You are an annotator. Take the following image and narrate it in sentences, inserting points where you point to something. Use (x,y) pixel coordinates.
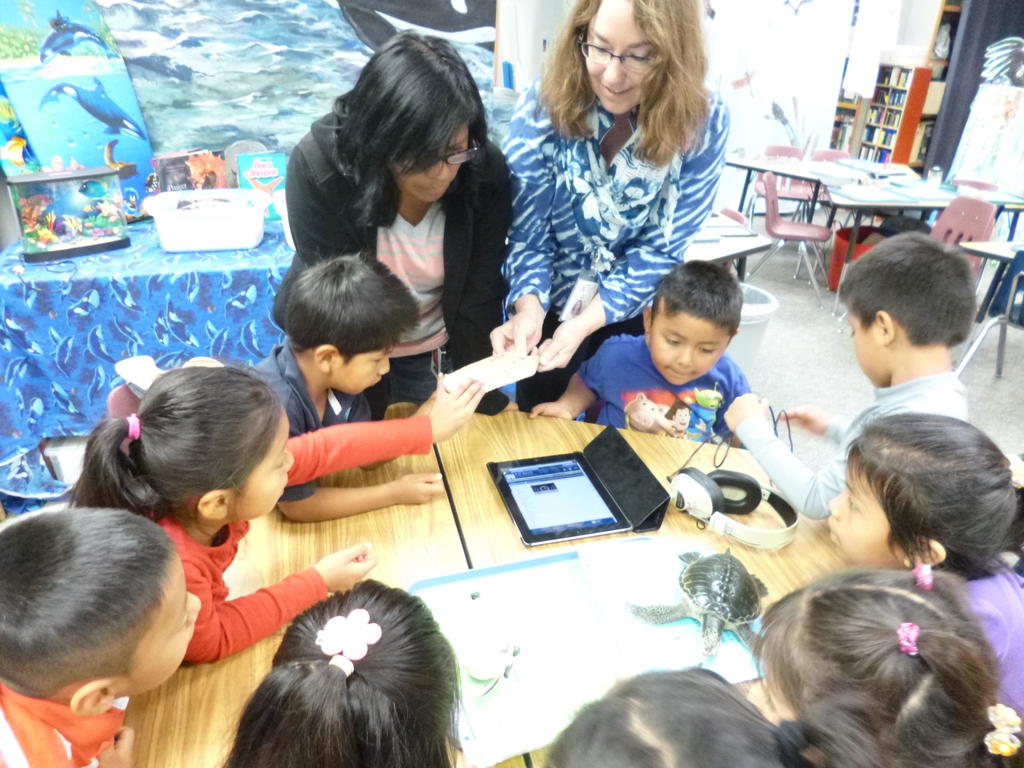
In this image we can see a few people (399,395), in front of them there is a table (470,499) with some objects (569,580), there are chairs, tables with object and dustbins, also we can see shelves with some books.
